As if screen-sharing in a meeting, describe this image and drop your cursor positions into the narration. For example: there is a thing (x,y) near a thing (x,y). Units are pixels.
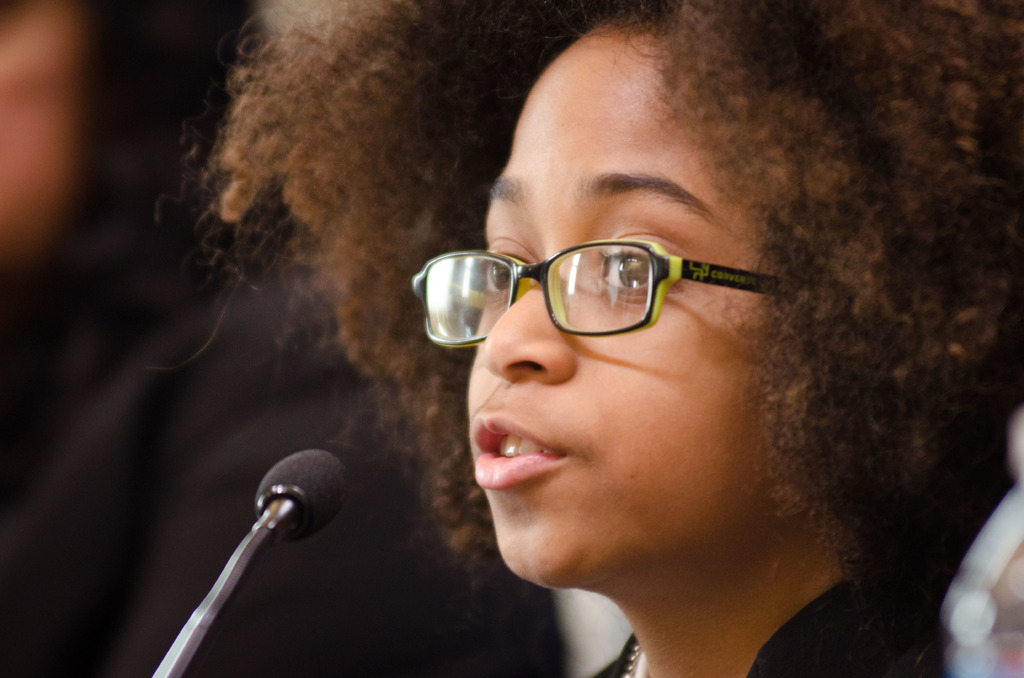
In this image I can see a girl (482,327) on the right side (795,148) and I can see she is wearing a specs (434,302). On the left side (334,460) I can see a mic (336,494) and I can also see this image is little bit blurry in the background (101,252).
